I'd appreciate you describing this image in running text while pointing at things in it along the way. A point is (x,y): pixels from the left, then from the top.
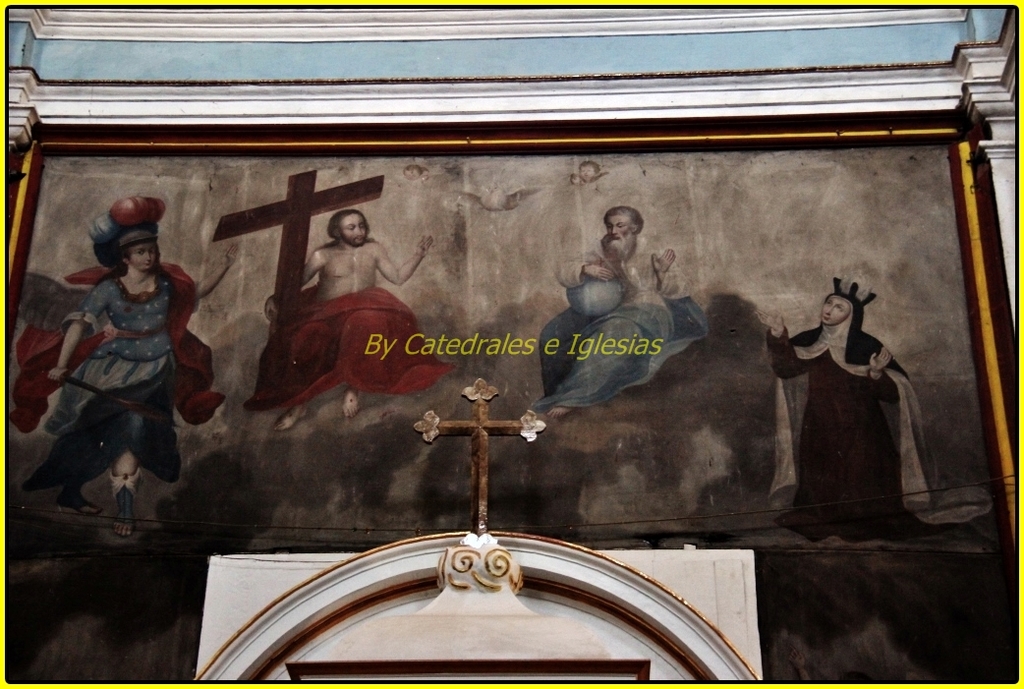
In this picture we can see crosses (450,423), wall (222,193), some people (337,331) and some objects (366,671).
